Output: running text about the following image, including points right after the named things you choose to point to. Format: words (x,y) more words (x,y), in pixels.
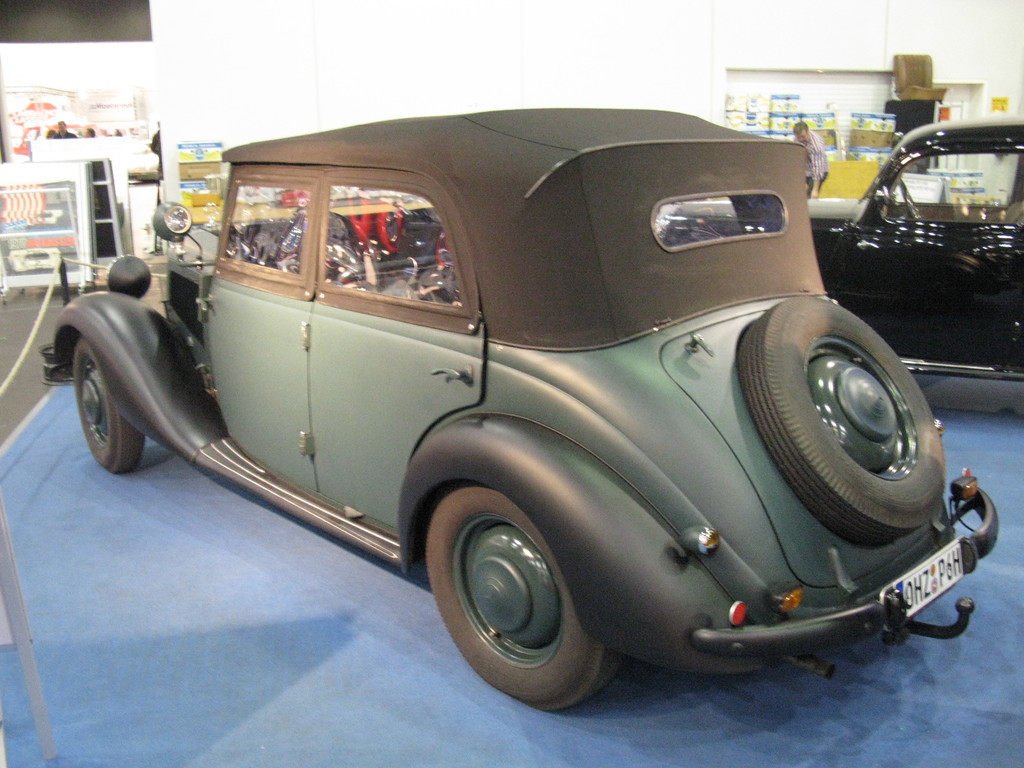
In this image we can see two cars (650,117). In the background of the image (635,32) there is a wall (642,20). At the bottom of the image (577,708) there is a blue color floor (438,744).
